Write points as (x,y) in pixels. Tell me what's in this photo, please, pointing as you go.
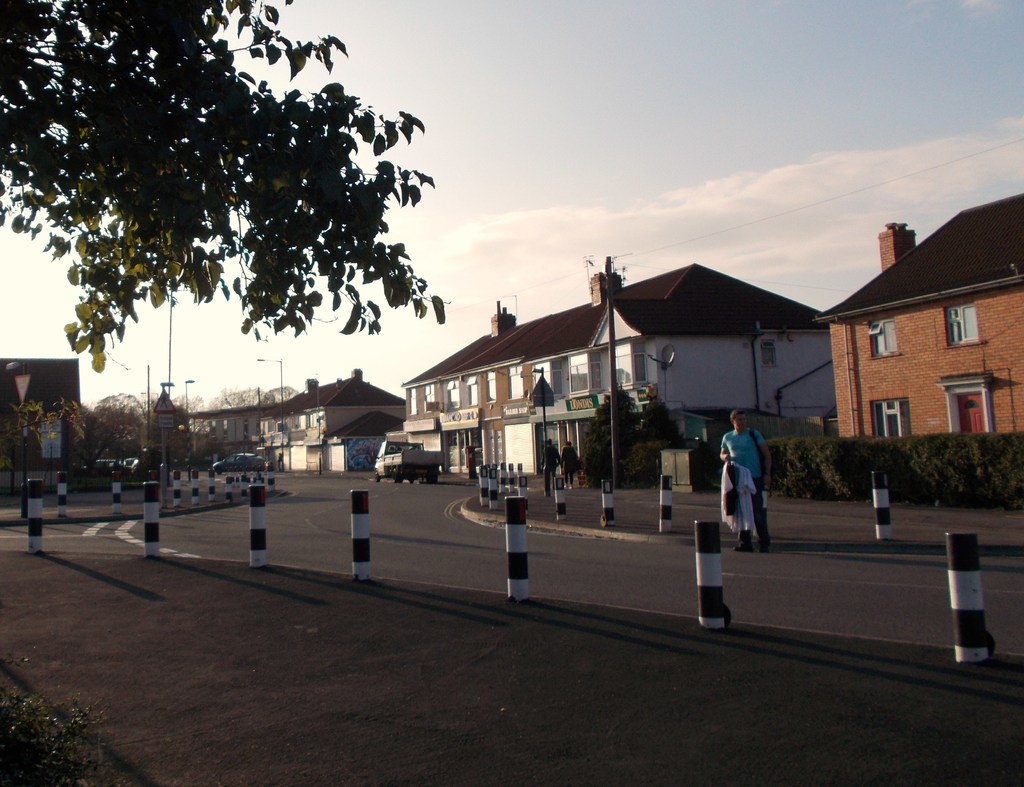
In this image there are trees (130,145), poles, boards (504,412), buildings (432,408), vehicles (411,475), road (663,558), people (570,469), cloudy sky (665,170), rods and objects (734,514). Among them a person (760,515) is holding an object (733,495). Vehicles (416,446) are on the road (334,490).
